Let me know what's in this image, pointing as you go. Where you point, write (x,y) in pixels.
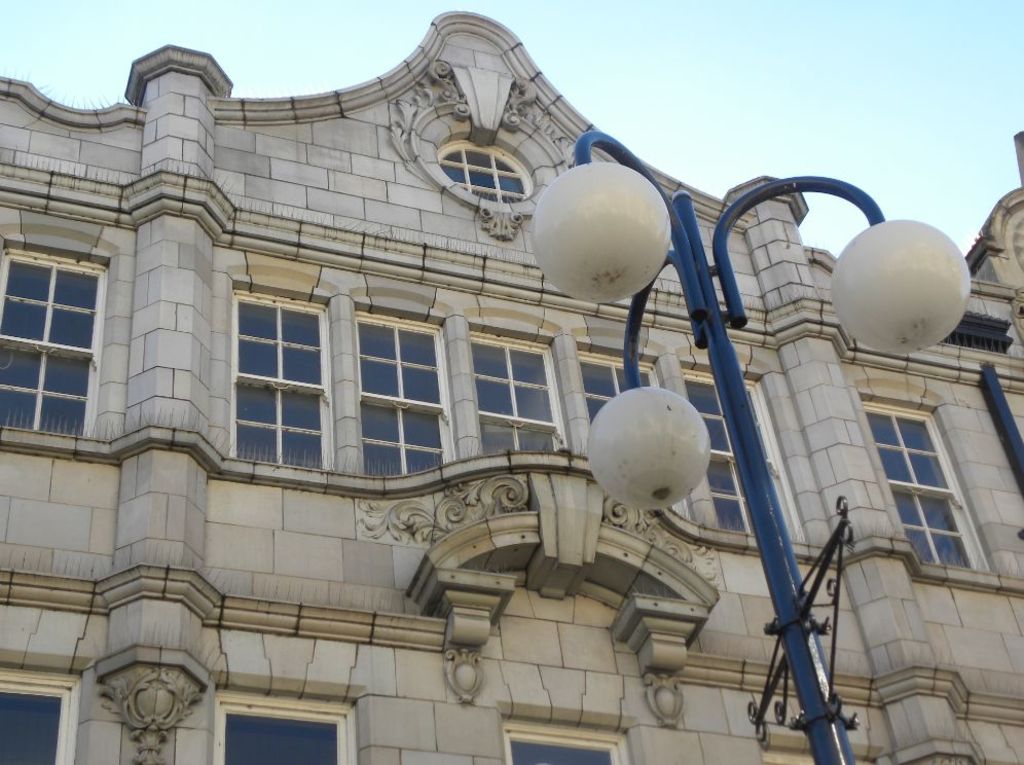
In this image in the center (487,280) there is a building (1000,498), and in the foreground (739,432) there is a pole (687,255) and some lights (882,345). And at the top of the image (598,48) there is sky (765,54).
